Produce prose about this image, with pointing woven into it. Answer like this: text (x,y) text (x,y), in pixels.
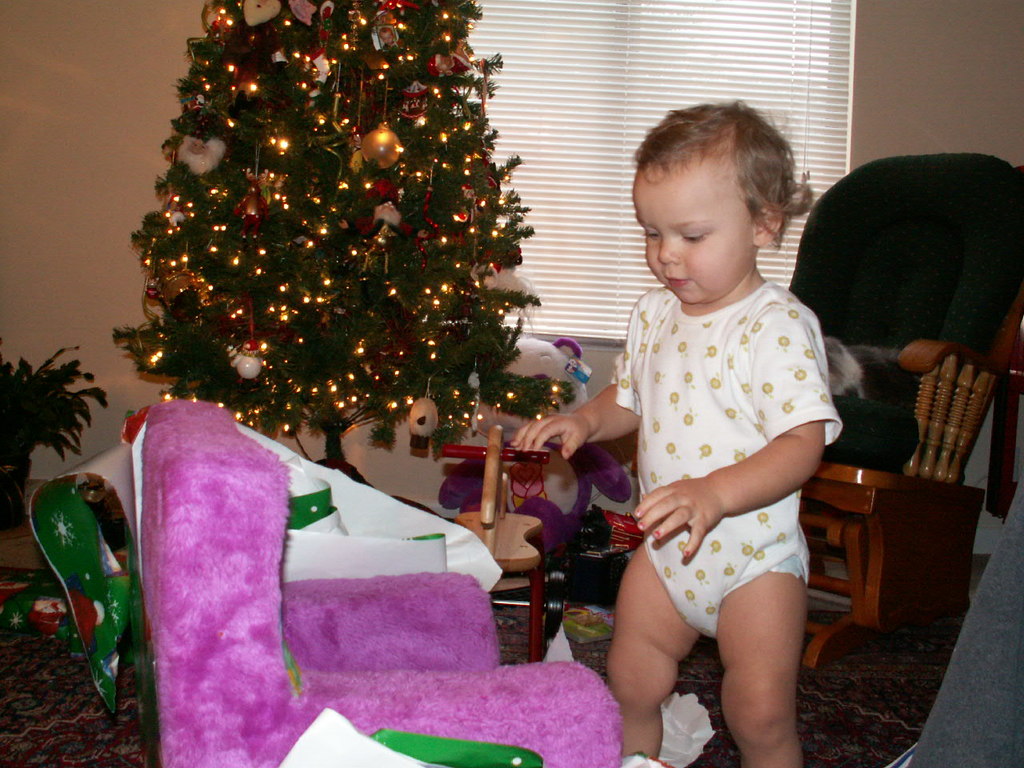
In this picture, we see a child (695,453) is standing. In front of the child (716,572), we see an object (285,643) in pink color. Beside that, we see a paper (346,554) or a sheet (314,557) in white and green color. Behind the child (804,558), we see a chair (862,560). We see a Christmas tree (387,259) which is decorated with lights (323,230) and gifts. On the left side (20,404), we see a flower pot (63,417). In the background (93,131), we see a white wall (150,122) and a window blind (622,94).
